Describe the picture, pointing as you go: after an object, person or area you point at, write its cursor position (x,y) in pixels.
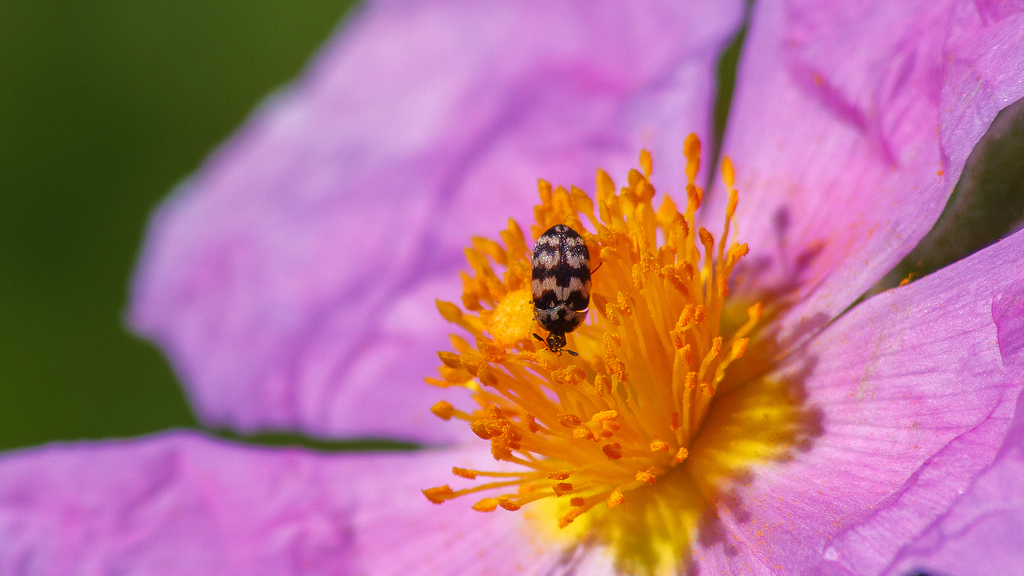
There is a flower (450,151) and it is of orange and pink color. On the center of the flower (503,265) there is a small bug (558,246).
